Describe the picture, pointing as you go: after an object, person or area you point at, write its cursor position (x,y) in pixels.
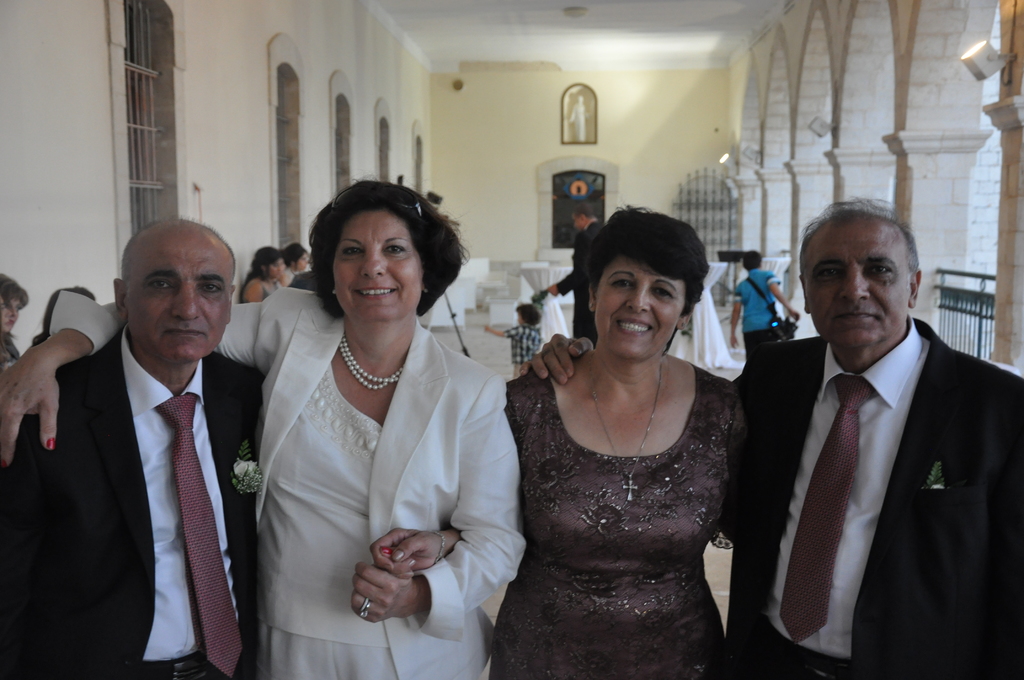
Front these four people (394,460) are standing. Picture (585,118) is on the wall (512,90). Left side of the image (173,109) we can see windows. Right side of the image (844,138) we can see pillars (958,130). Background (758,275) there are tables (709,284) and people (277,264).
